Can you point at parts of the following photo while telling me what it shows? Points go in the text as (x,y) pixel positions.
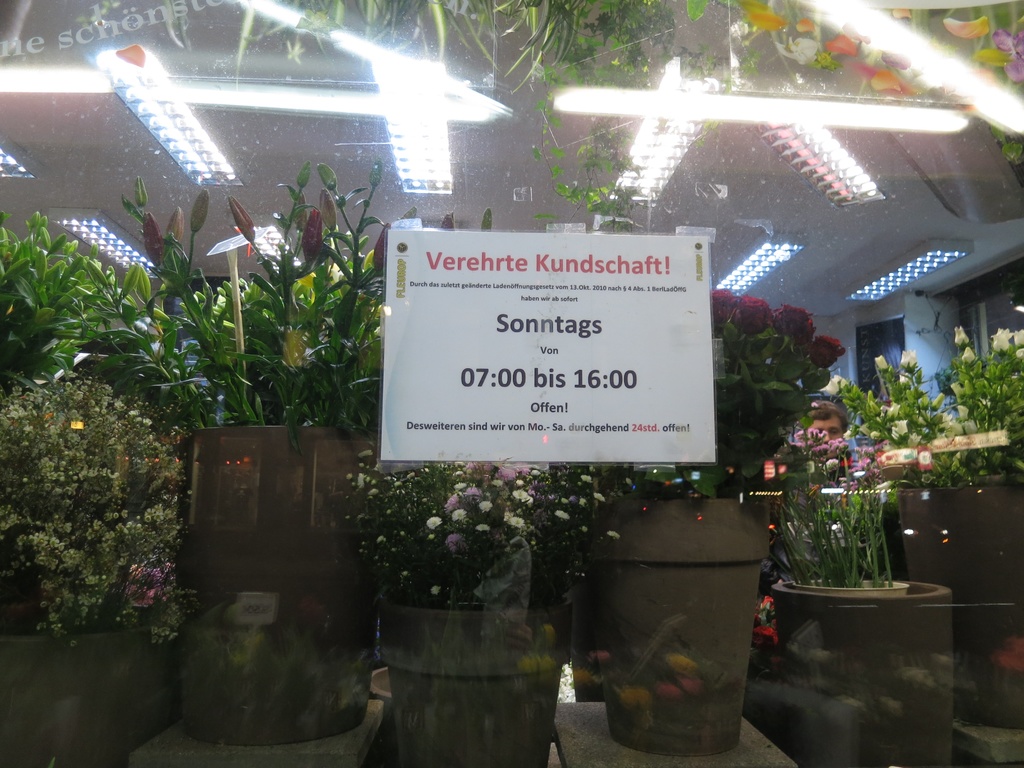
In this image we can see the flower pots (692,610) and also a text board (552,296) in the center (640,363). we can also see the concrete plates (1001,733), a person (829,437), banner (871,341), window (967,324) and also the lights (724,116) attached to the ceiling (379,144). In the top left corner (153,24) we can see the text (140,26).
